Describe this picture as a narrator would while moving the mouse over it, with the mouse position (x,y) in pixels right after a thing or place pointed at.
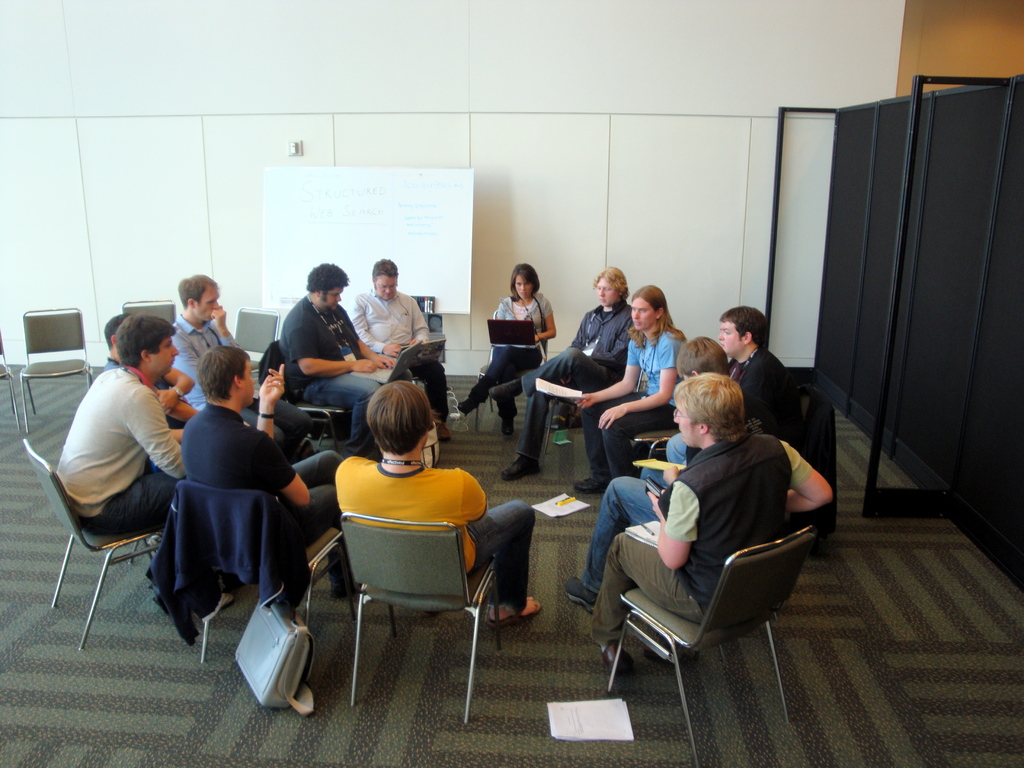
We see group of people (396,332) sitting on the chair (744,595) and discussing something. Among them, three of them are operating in laptop (378,376), that is two men (399,328) and a woman (509,361). One of the women (597,456) in that group (586,408) is holding paper (544,385) and explaining something. Behind them, we find many empty chairs (52,320), not many one two three four, four empty chairs (41,332) and behind that chairs (248,335) we find a board (364,179) which is white in color and some text (324,212) is written over it. Behind the board (406,177), we find wall (634,52).
